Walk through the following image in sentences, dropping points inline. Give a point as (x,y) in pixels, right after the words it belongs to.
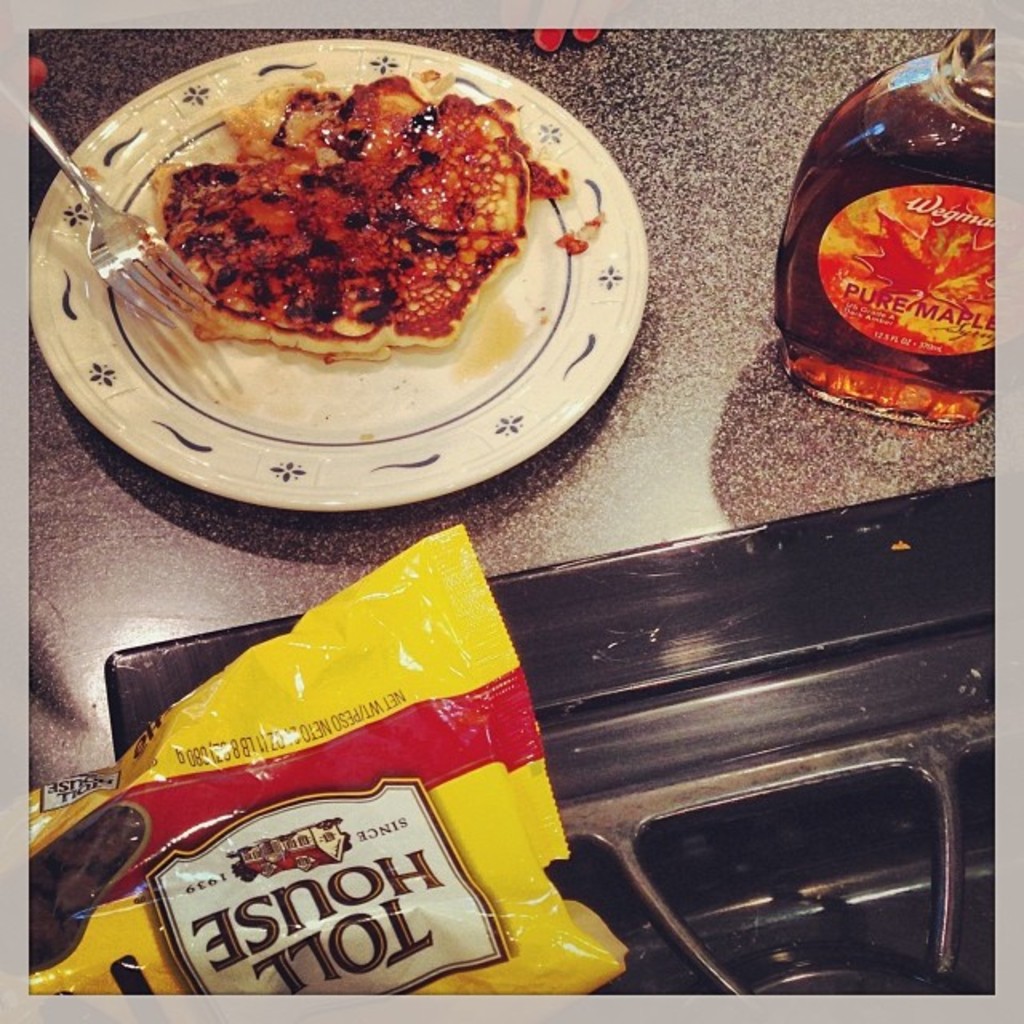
As we can see in the image there is cover (511,680), bottle (955,258), white color plate (594,208) and fork (94,197). In plate (287,414) there is dish (360,328).
